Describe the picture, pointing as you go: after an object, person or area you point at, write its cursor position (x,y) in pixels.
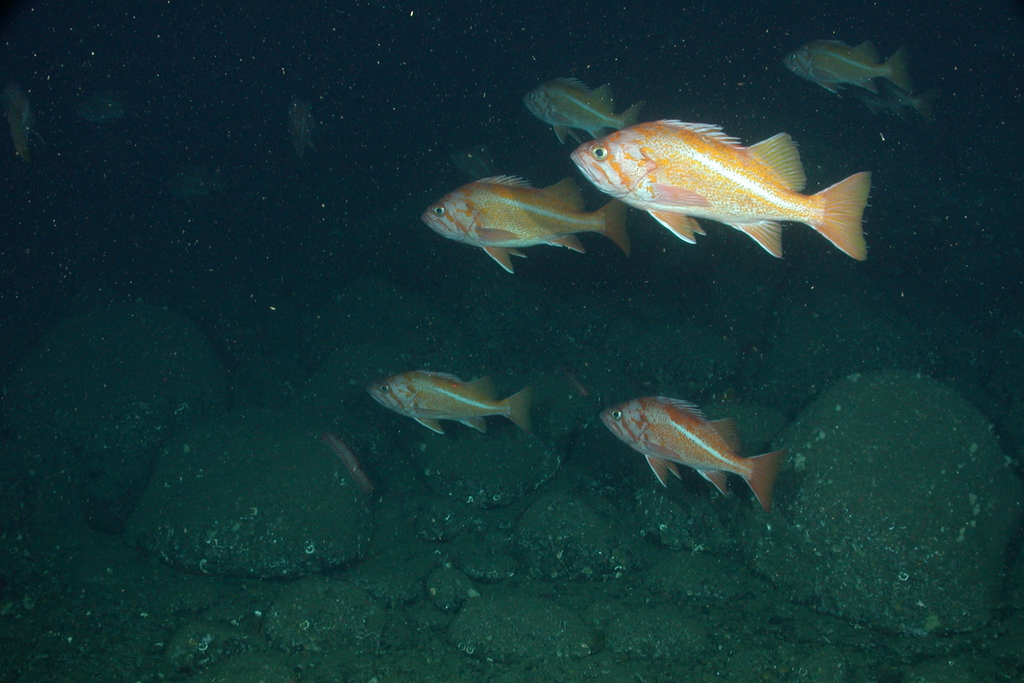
In the center of the image (449,430) we can see water (552,174) and stones (593,529). In the water (298,181), we can see fishes (724,194), which are in orange and white color.
